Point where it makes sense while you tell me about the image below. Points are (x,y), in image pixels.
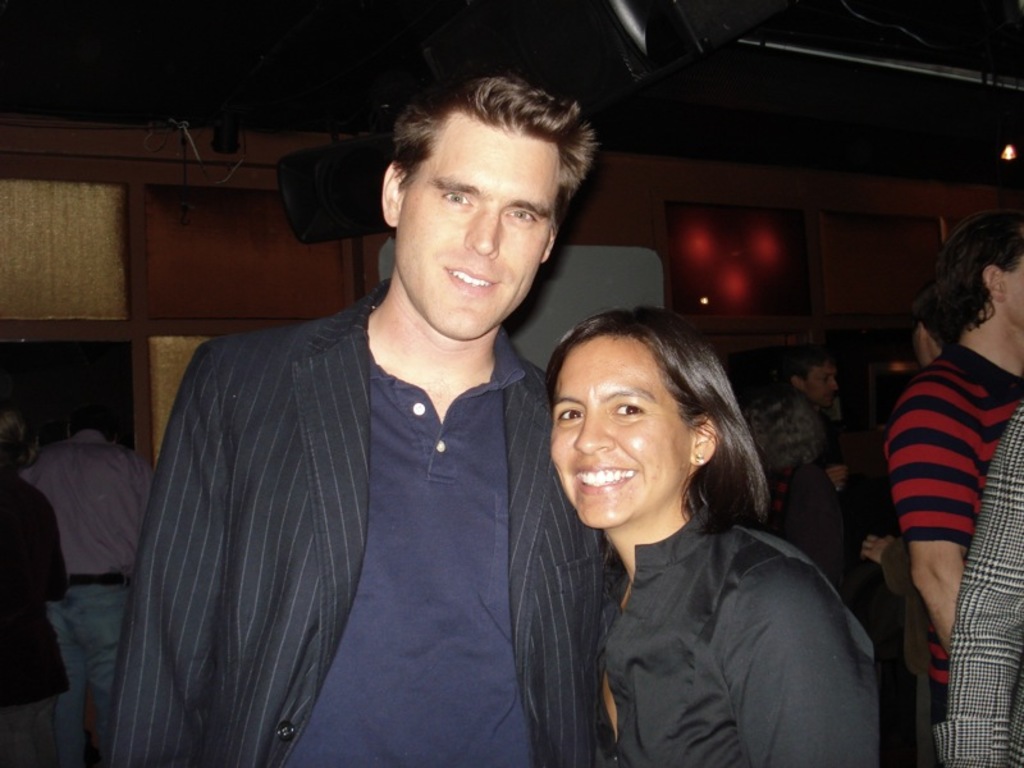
In this picture I can see a man (226,701) and a woman (701,518) standing and smiling, there are group of people (955,287), and in the background (658,278) there is a wall (83,240) and some other objects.
